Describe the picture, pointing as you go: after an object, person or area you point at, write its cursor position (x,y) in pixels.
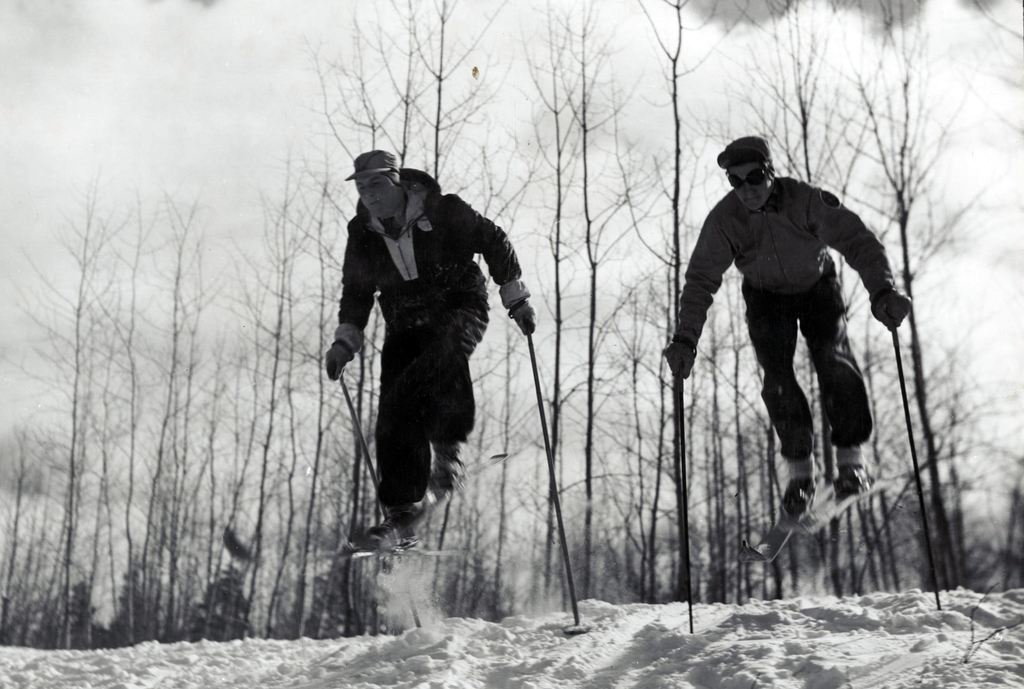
This is a black and white image. In this image we can see persons (793,315) skiing on the snow (530,658). In the background (142,429) we can see trees (133,444), sky (687,27) and clouds (748,5).
